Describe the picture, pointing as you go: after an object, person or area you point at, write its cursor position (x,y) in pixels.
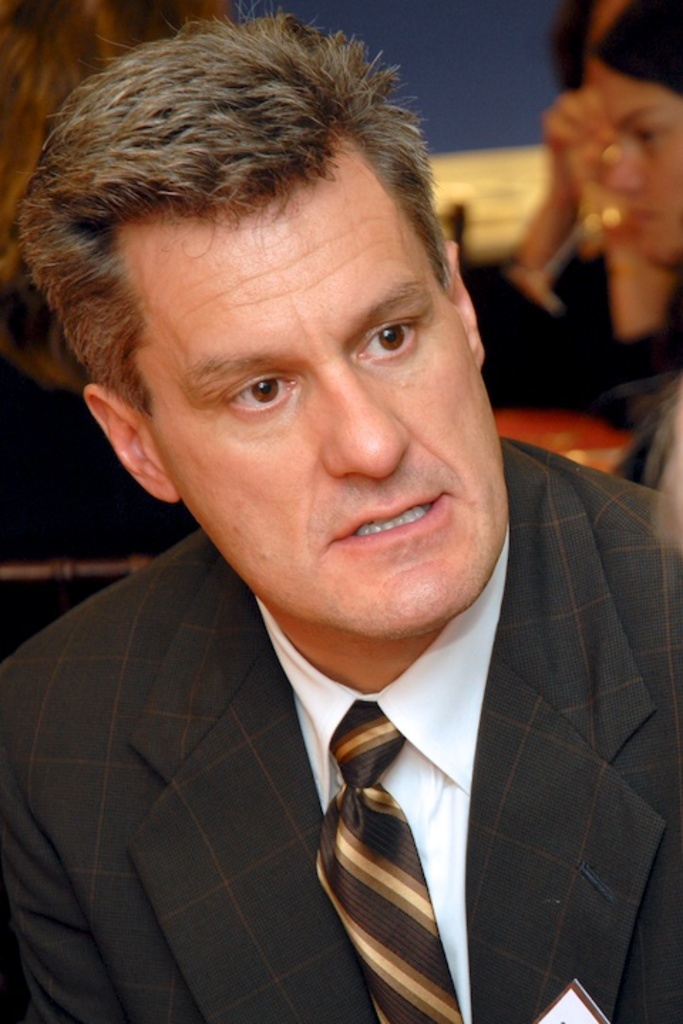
This image consists of a man (436,605) wearing a black suit (548,784) and a tie (422,958). In the background (25,48), there are many people (614,360). He is also wearing a white shirt (443,822).
